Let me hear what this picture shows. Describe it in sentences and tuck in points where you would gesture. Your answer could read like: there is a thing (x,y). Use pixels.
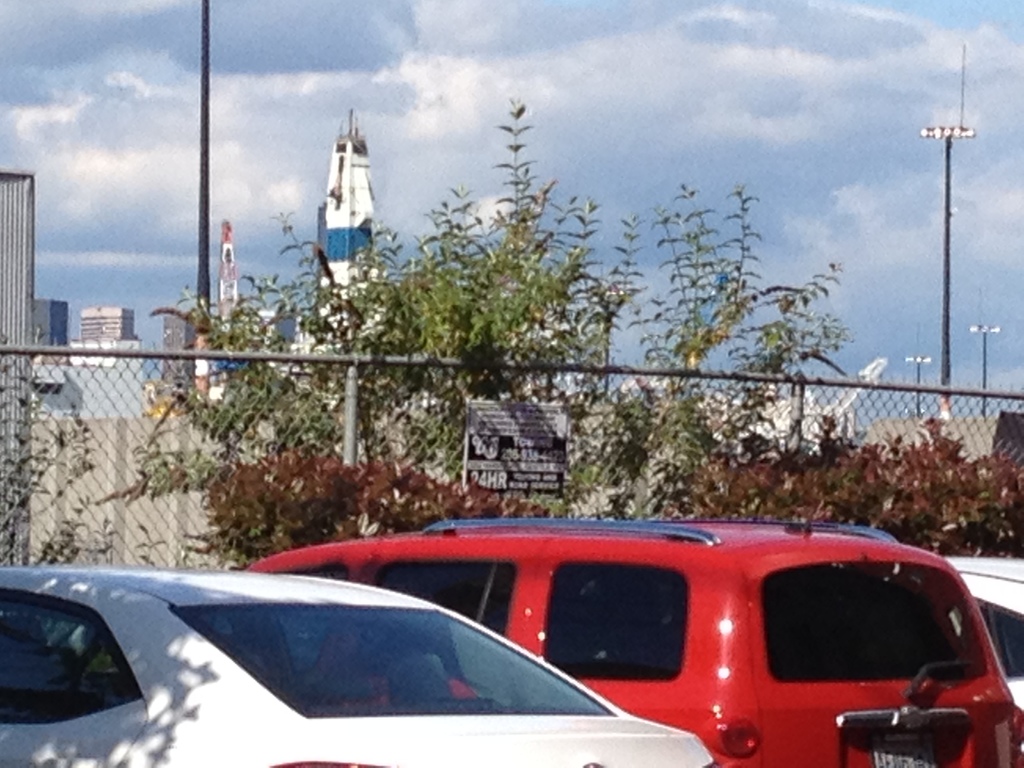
In the foreground of this picture (620,740), there are vehicles (645,681) parked. In the background (604,418), there are fencing (381,377), trees (477,261), poles (204,119), buildings (14,254), poles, sky (395,73) and the cloud (263,73).
